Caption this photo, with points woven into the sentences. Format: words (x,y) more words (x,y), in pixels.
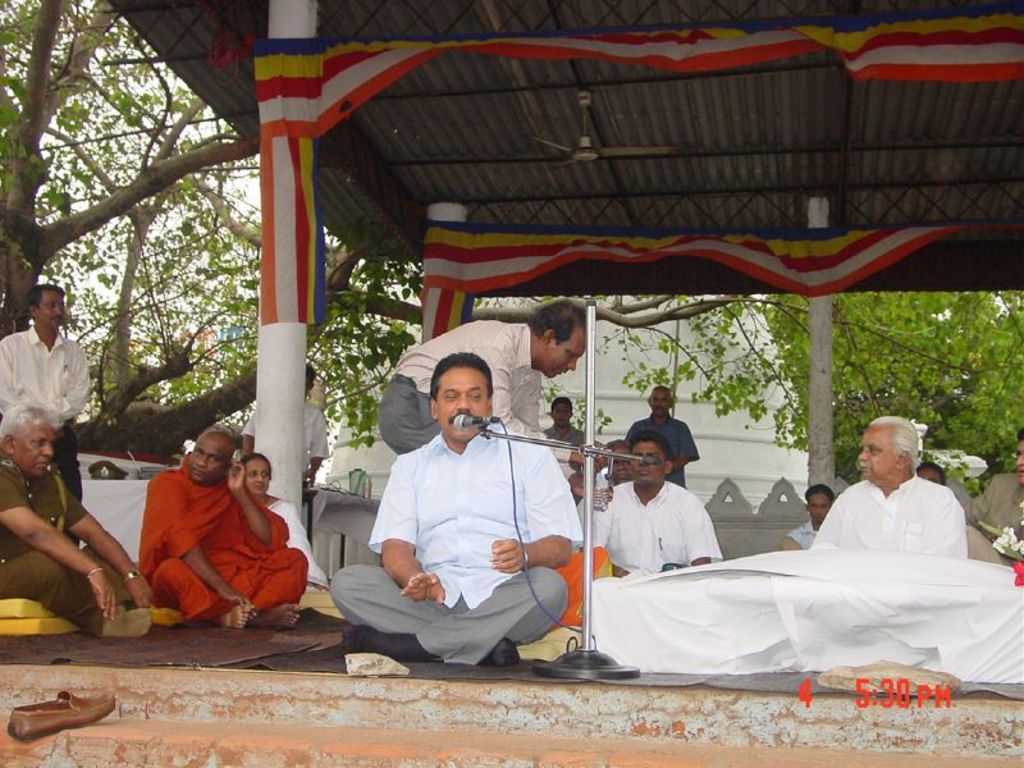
In this image there are a group of people (935,517) who are sitting, in the foreground (488,462) the person (447,516) who is sitting and he is talking. In front of him there is mike (460,420) and stand (593,434), and in the background (39,345) there are some people (662,398) standing and also some trees (237,211) and building (706,358). At the top (470,59) there is ceiling (605,168) and some poles (453,163) and fan (606,154) and also some pillars (314,300). On the pillars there is some cloth (321,271), at the bottom (254,759) there is staircase (429,740) and a shoe (71,715).
